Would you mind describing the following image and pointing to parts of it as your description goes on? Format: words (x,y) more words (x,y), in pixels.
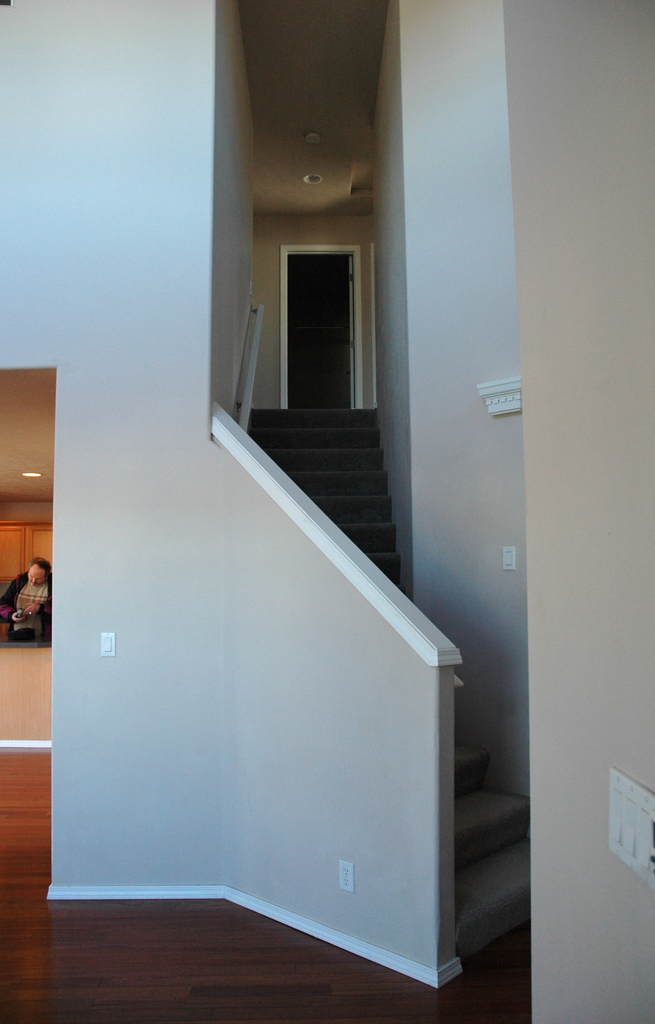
This image is taken from inside. In this image we can see there are stairs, on top of the stairs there is a door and at the top of the image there is a ceiling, there are few switch boards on the walls (210,185). On the left side of the image (49,629) there is a person (49,629) standing and doing something in front of him there is a kitchen platform (34,657), behind him there are cupboards (8,629). At the bottom of the image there is a floor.
